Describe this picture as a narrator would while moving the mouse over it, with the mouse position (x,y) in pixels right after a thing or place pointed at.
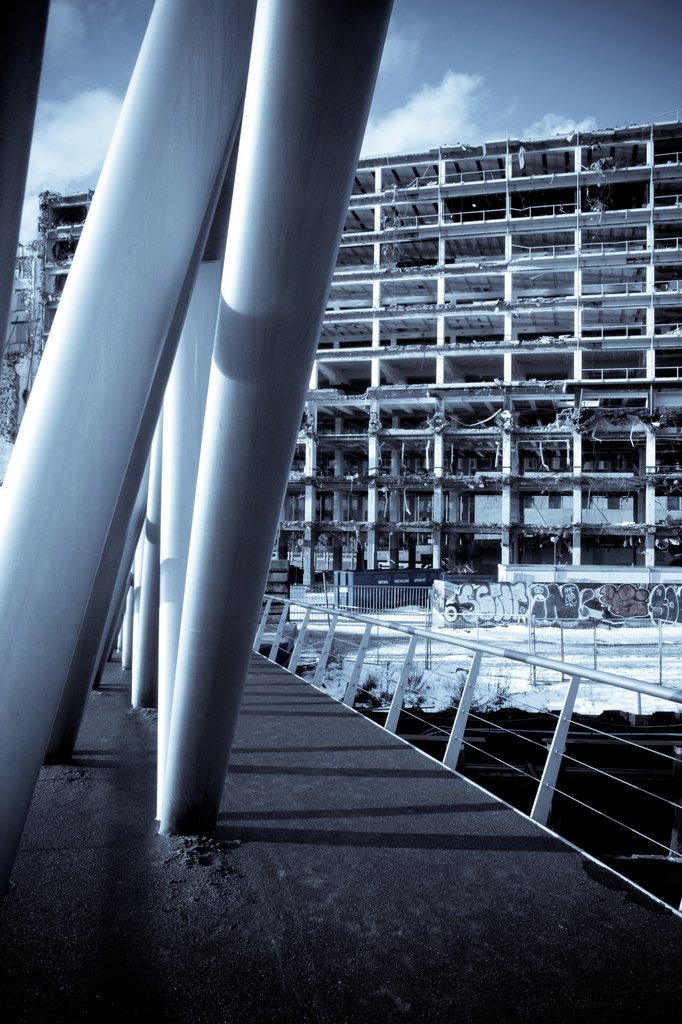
In this picture at the bottom (197,760) it looks like a bridge (380,886), in the background (365,214) I can see a building (671,295). At the top (496,99) there is the sky (466,106).
